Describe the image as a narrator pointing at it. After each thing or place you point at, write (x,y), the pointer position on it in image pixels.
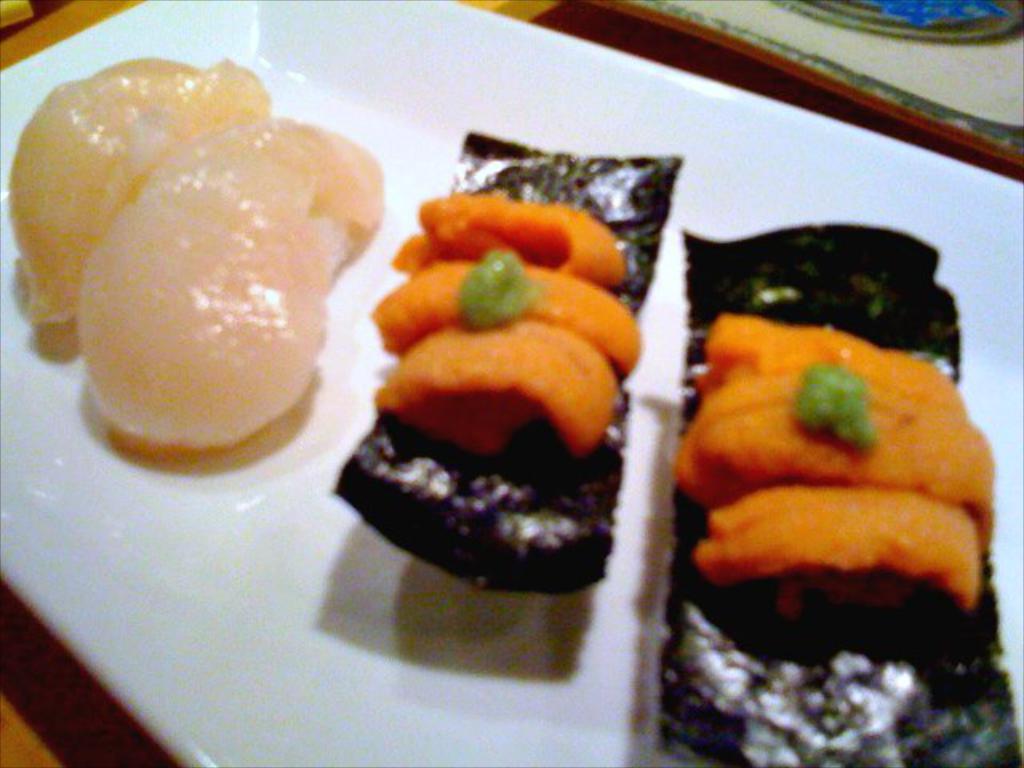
In this picture we can see some food items (890,528) on the white plate (263,569) and the plate (152,614) is on a wooden object (73,678). On the right side of the plate (152,647) it looks like a table mat (831,74).
